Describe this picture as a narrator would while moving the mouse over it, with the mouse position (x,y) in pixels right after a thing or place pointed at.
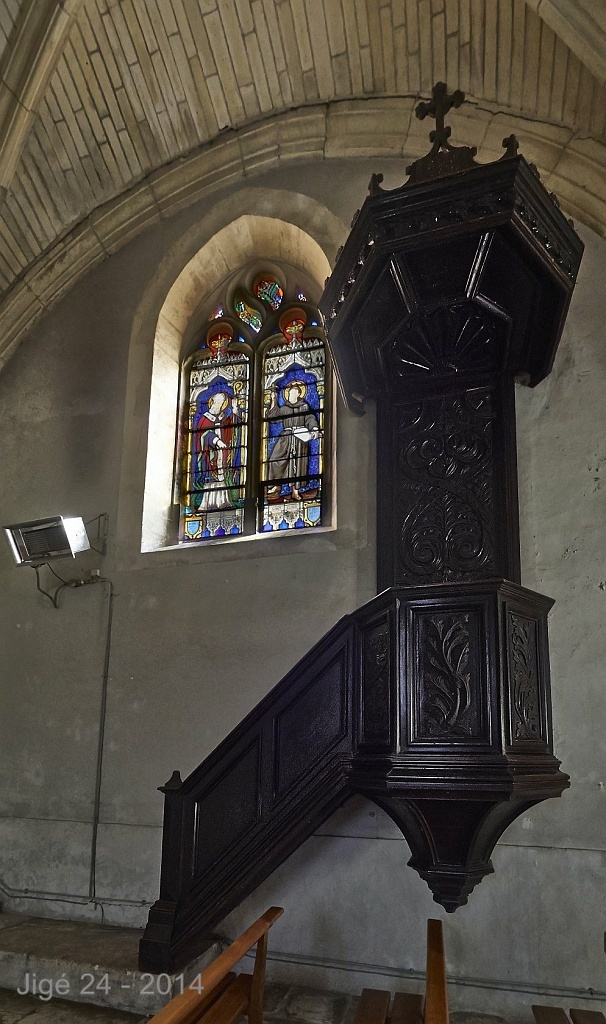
In this picture we can see a wall (231,635), window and roof (35,235).
